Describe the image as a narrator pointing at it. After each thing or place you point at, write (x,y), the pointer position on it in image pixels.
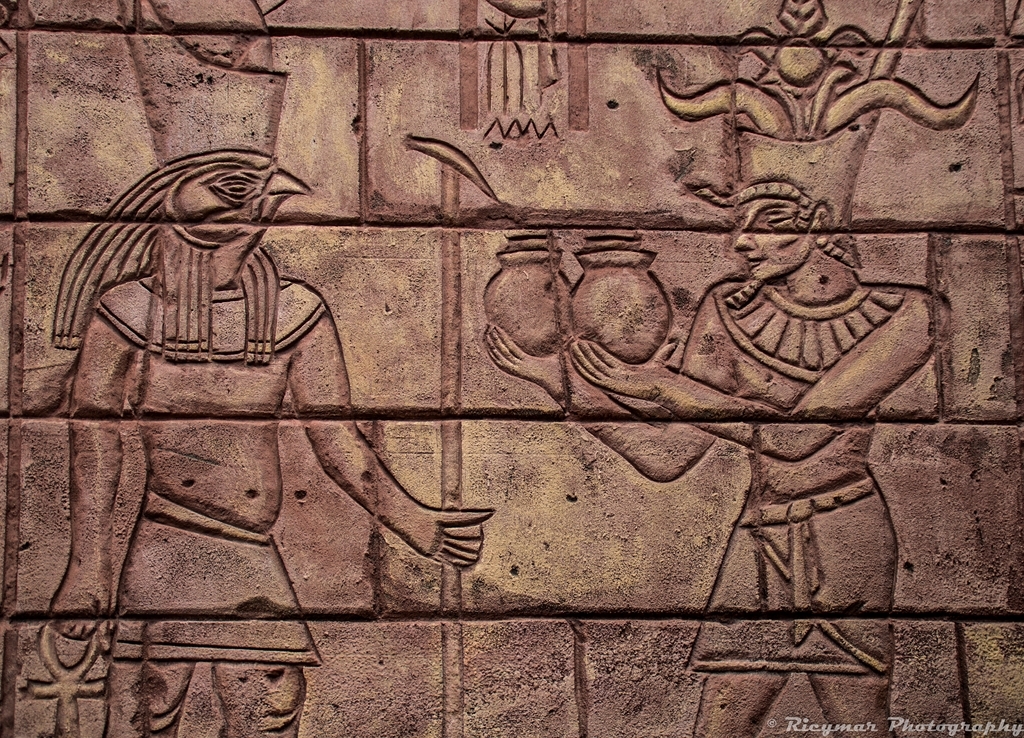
In the picture we can see a wall (496,438) with some ancient sculptures (823,440) to it.
